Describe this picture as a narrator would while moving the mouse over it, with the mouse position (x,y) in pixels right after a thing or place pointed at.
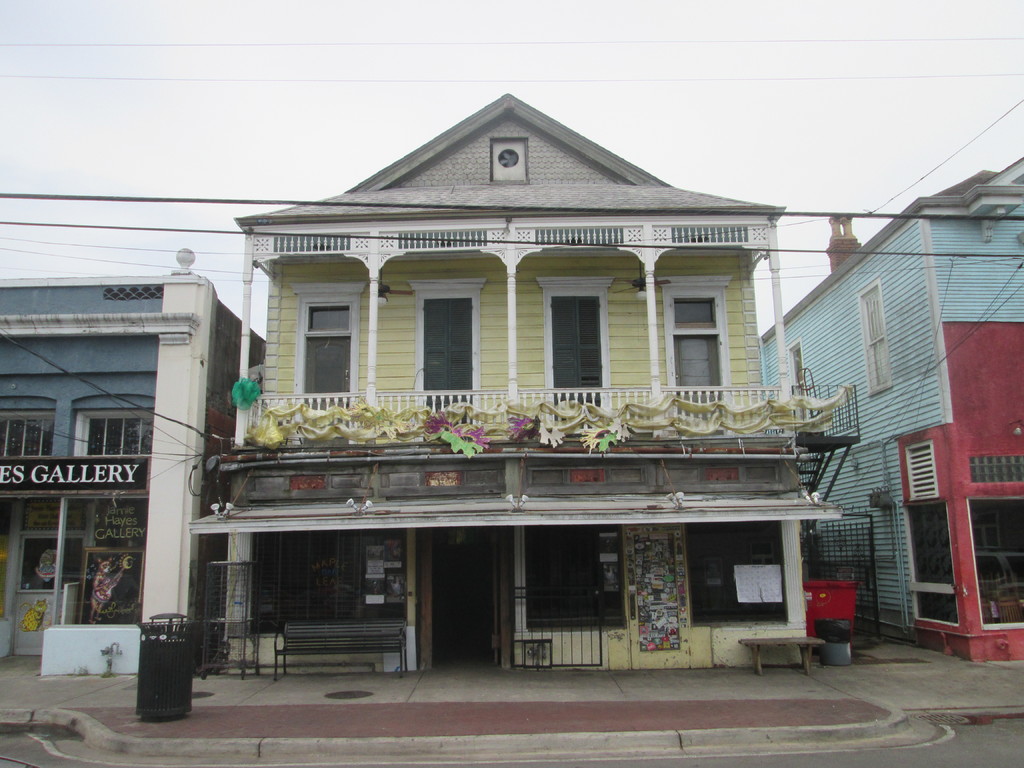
In this image there are buildings (227,325), in front of the building (263,413) there is a footpath (945,686) and there are benches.
